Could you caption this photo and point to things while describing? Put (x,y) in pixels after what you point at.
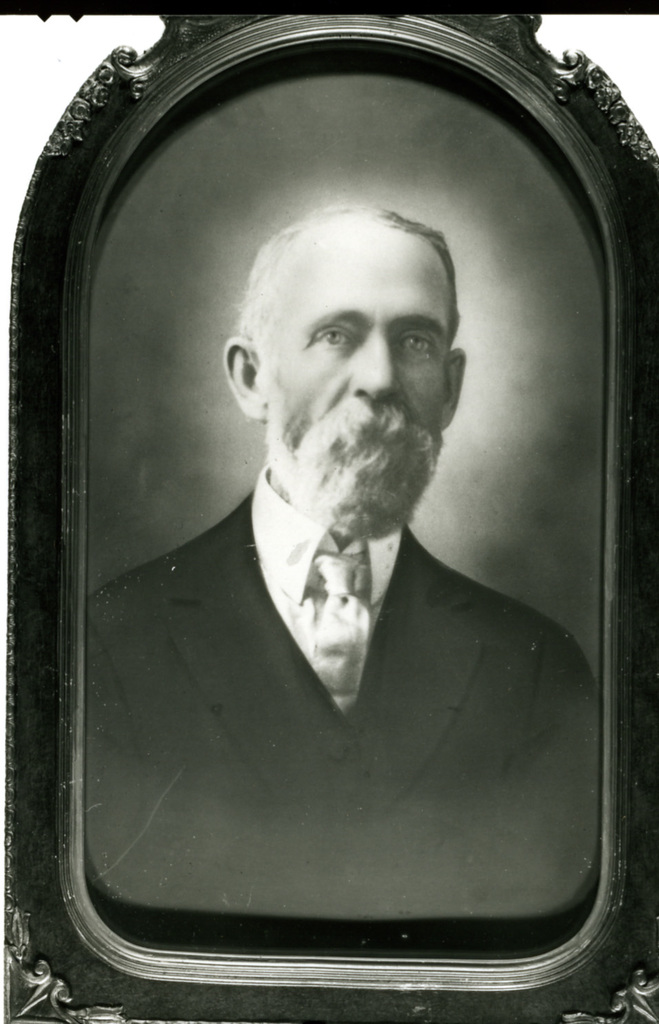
This picture is a black and white image. In this image we can see one black and white photo frame (17,1000) with one man photo (249,787).
